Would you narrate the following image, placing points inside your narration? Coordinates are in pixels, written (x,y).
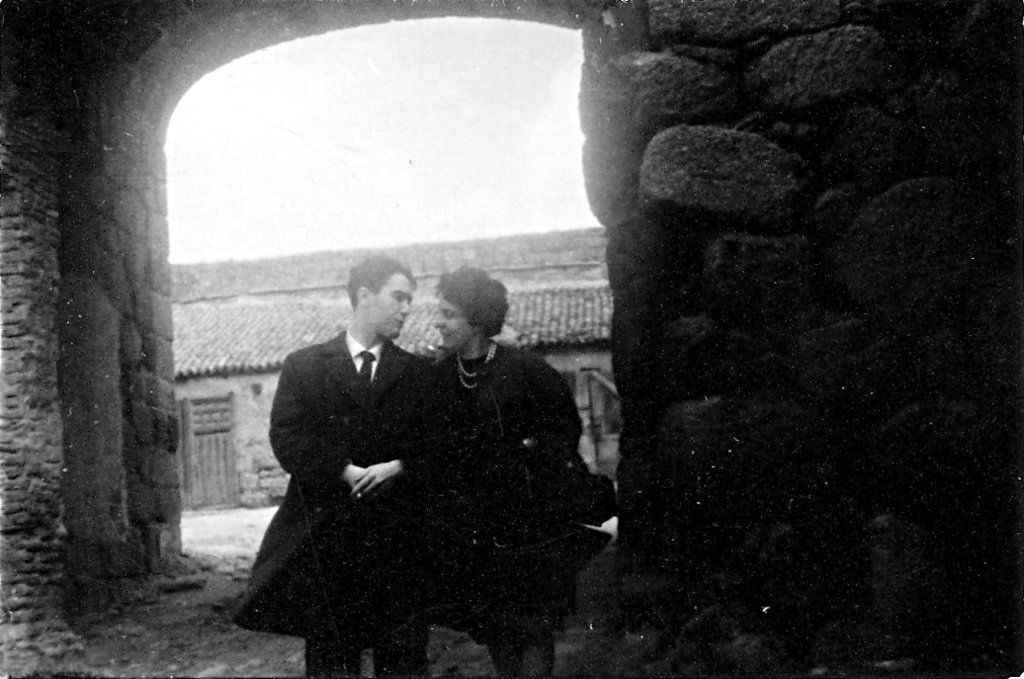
This picture shows a man (309,490) and a woman (479,444) standing and we see a house (184,435) on the back (518,301).
